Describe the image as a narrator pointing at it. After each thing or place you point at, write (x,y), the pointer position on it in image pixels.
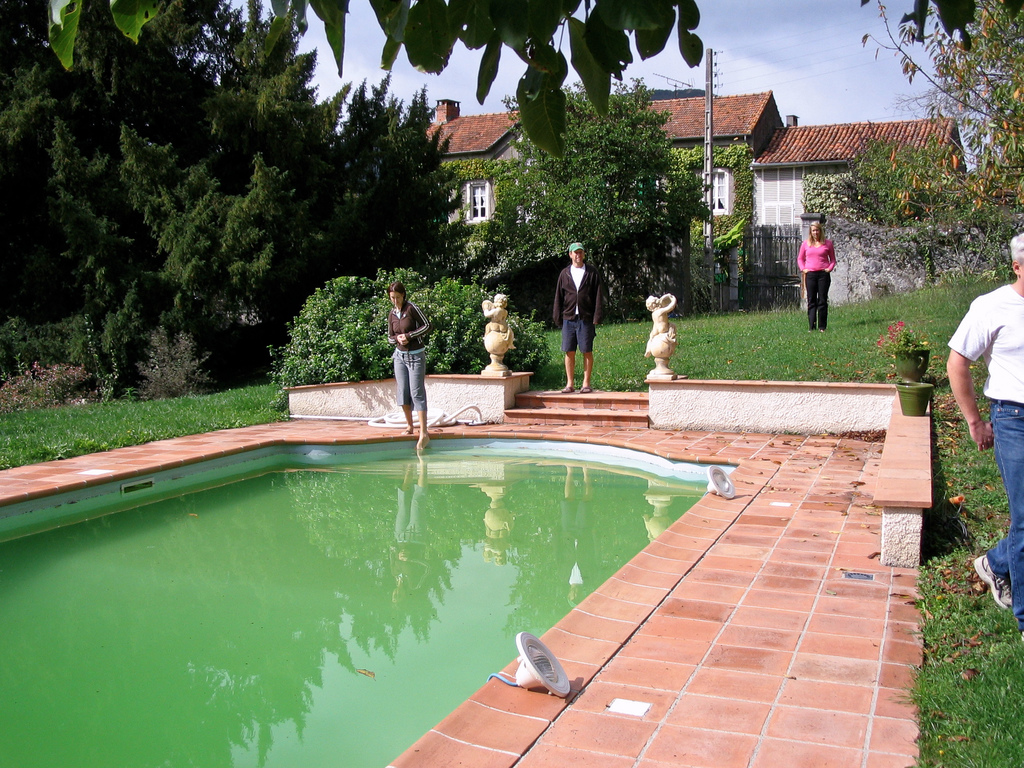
This is water (348,669) and there are four persons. Here we can see plants (19,360), trees (640,276), houses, and a pole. This is grass (795,339). In the background (908,98) there is sky (921,82).
